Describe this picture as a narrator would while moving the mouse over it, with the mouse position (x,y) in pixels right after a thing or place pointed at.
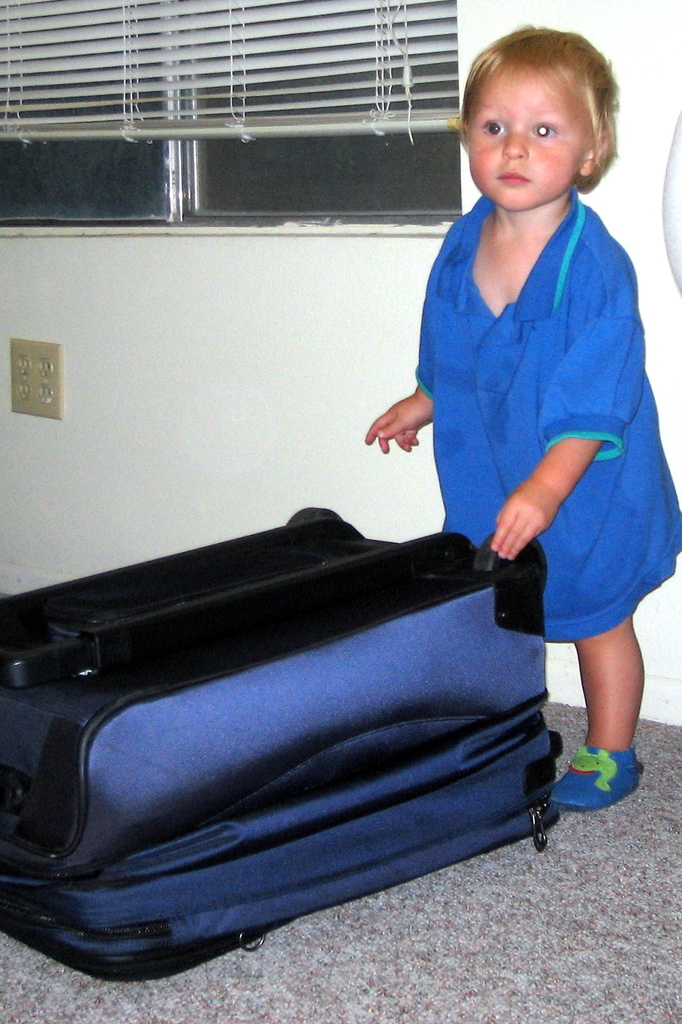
In this image we can see a child (432,309) wearing blue color t shirt (504,499) is standing on the floor (522,868) and there is a bag (205,749) in front of him. In the background (110,15) we can see window blinds (400,117).
